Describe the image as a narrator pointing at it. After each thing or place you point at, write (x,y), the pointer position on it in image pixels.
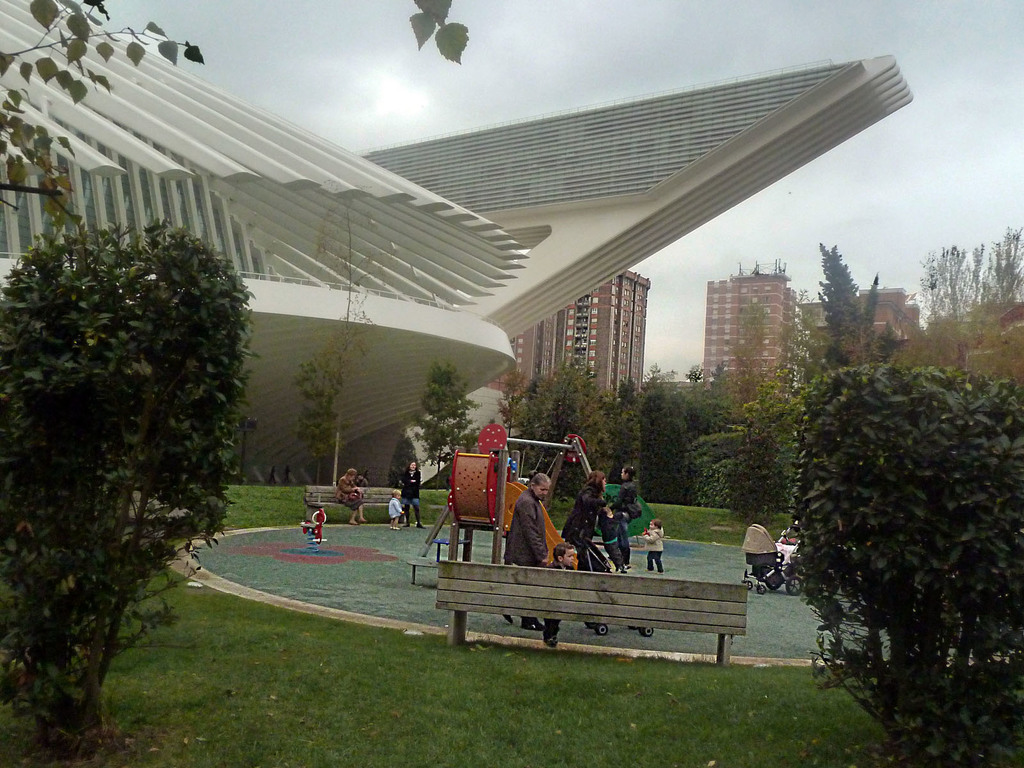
In this image I can see few people (534,527). These people (584,503) are wearing the different color dresses (519,532). These people (509,532) are to the side of the slides (486,496). I can see few people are sitting on the benches (633,597). Around these people (533,511) there are many trees (545,413) and buildings (372,232). In the back (427,59) I can see the sky (338,94).
